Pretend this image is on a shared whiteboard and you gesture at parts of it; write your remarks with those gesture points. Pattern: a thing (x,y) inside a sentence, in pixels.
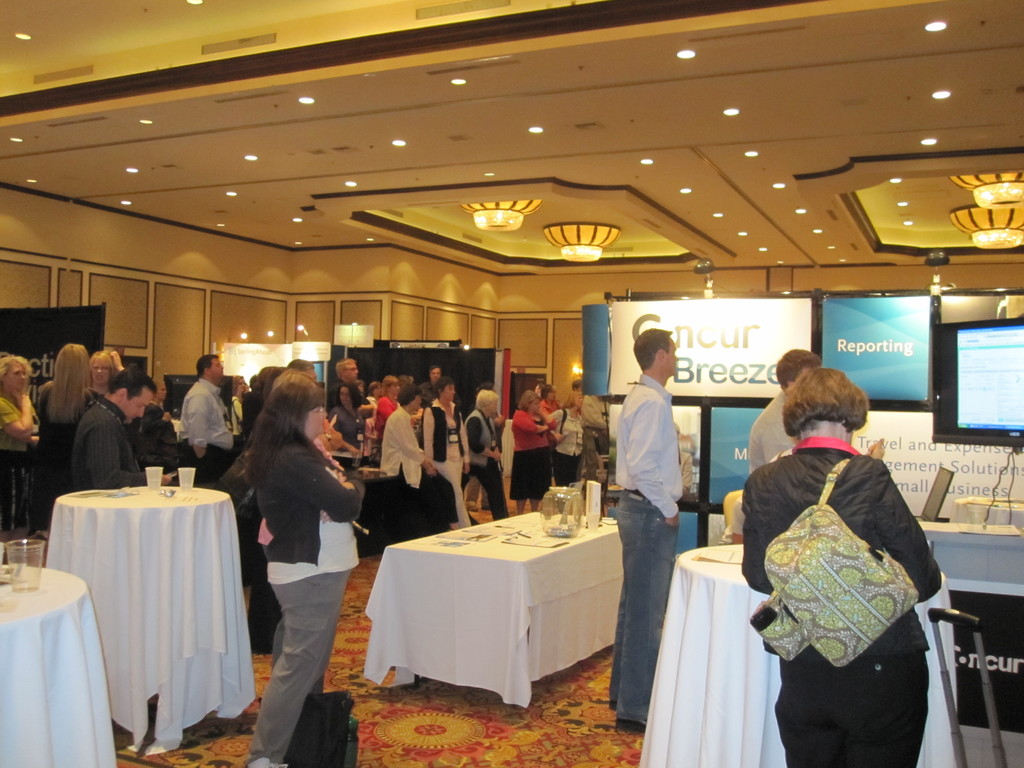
There are group of people (409,424) standing and there is a table (547,546) and some televisions (1012,344) in front of them.
